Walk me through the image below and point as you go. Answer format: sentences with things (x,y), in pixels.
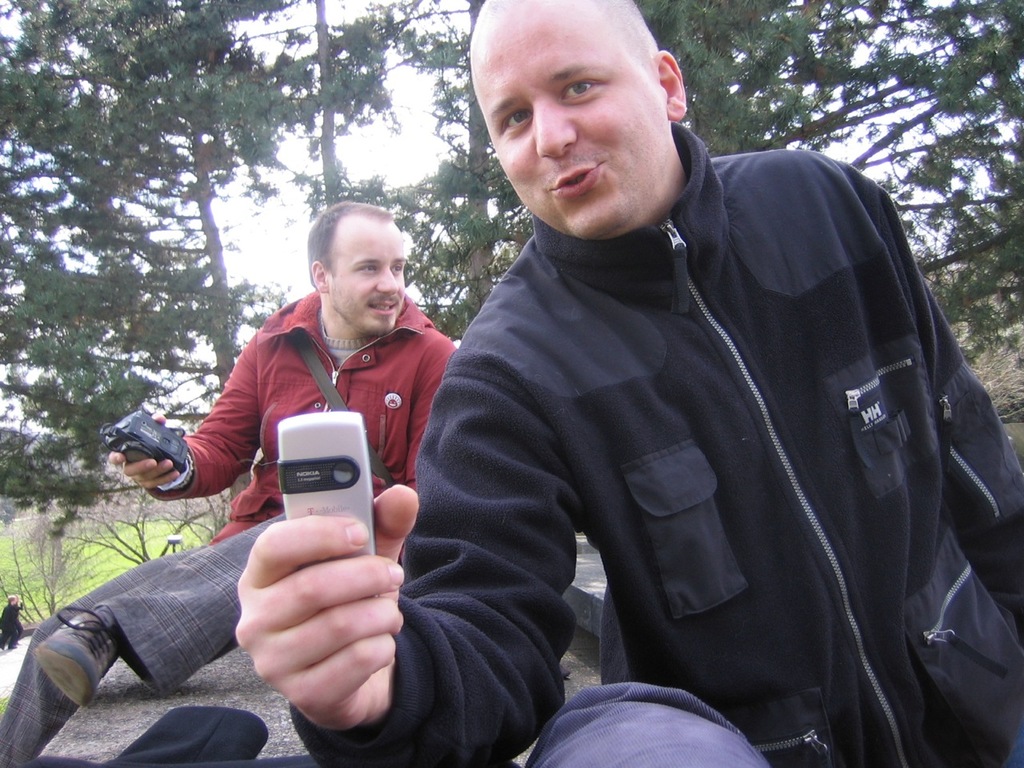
This picture is clicked outside. On the right (869,397) there is a man (882,445) wearing black color jacket (711,398), holding a mobile phone (361,474) and seems to be sitting. On the left (322,262) there is another man (436,368) wearing red color jacket (246,404), holding a camera (113,445) and sitting. In the background (358,52) we can see the sky (416,116), trees (242,110), grass (136,541) and some other objects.
